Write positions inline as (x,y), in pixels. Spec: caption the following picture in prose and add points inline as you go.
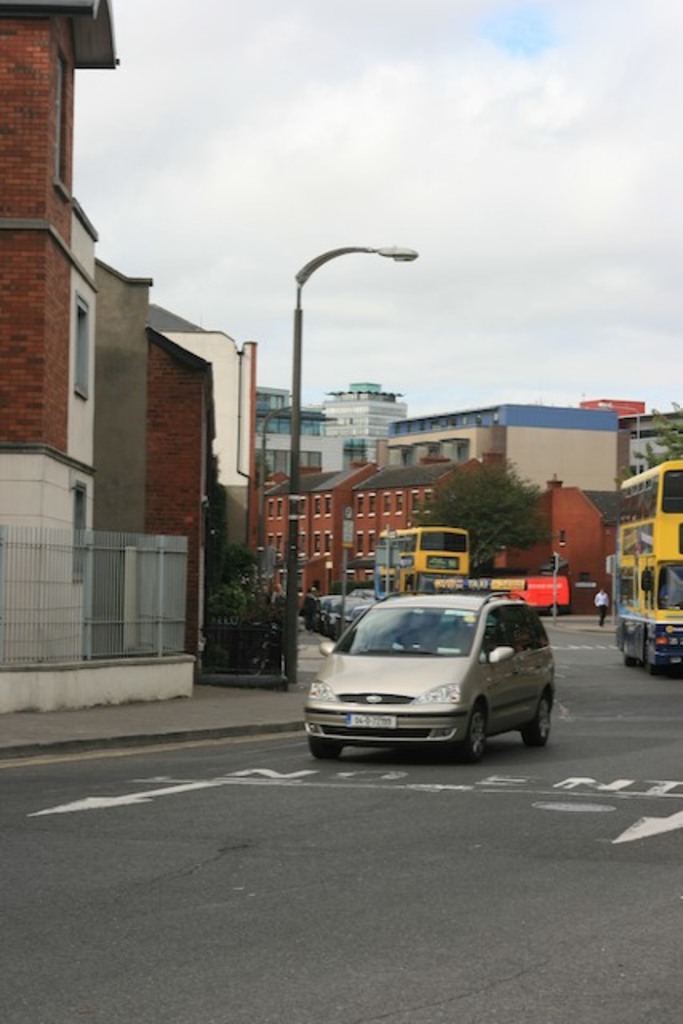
In the foreground of this picture (433,694), there is a car (430,716) moving on the road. In the background (638,555), we can see buildings (260,445), poles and vehicles (622,555) moving on the road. On the top (526,66), there is the sky (526,66) and the cloud (468,100).
